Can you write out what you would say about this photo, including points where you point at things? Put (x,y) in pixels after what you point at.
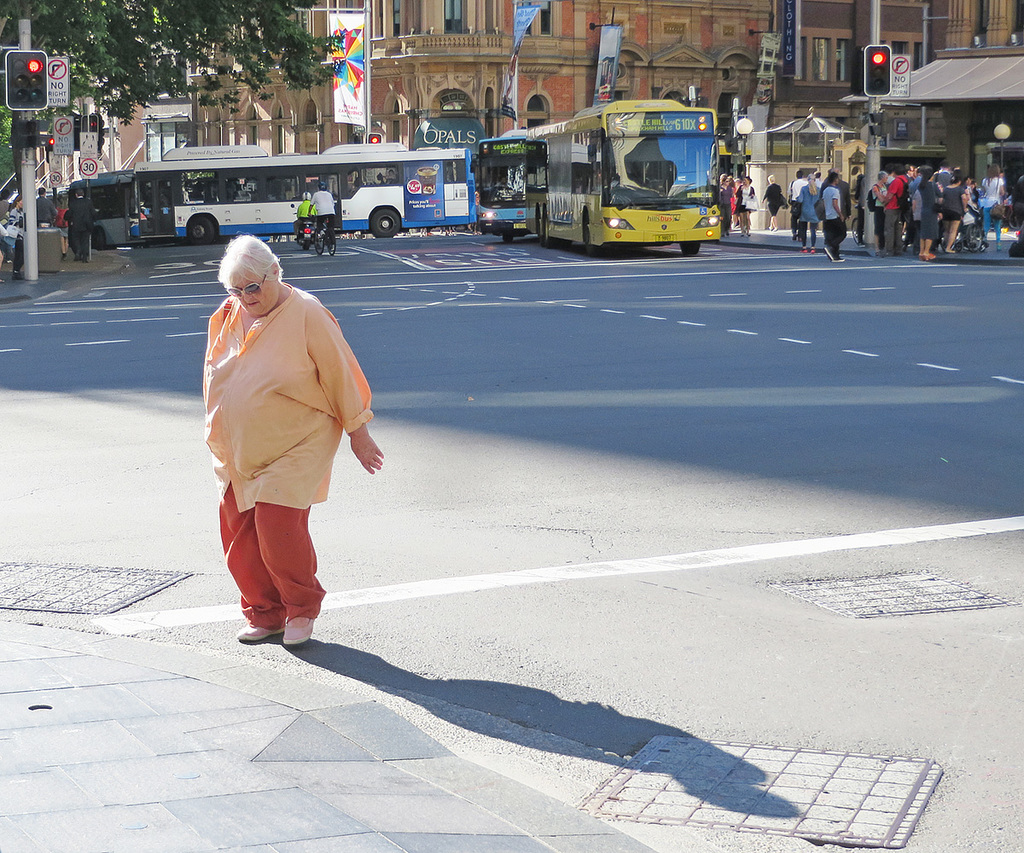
In this picture I can see vehicles (312,170) on the road (559,391), there are group of people (832,218) standing, there are banners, boards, lights (889,59), poles (871,38), there are trees (48,19), and in the background (460,93) there are buildings (459,117).
